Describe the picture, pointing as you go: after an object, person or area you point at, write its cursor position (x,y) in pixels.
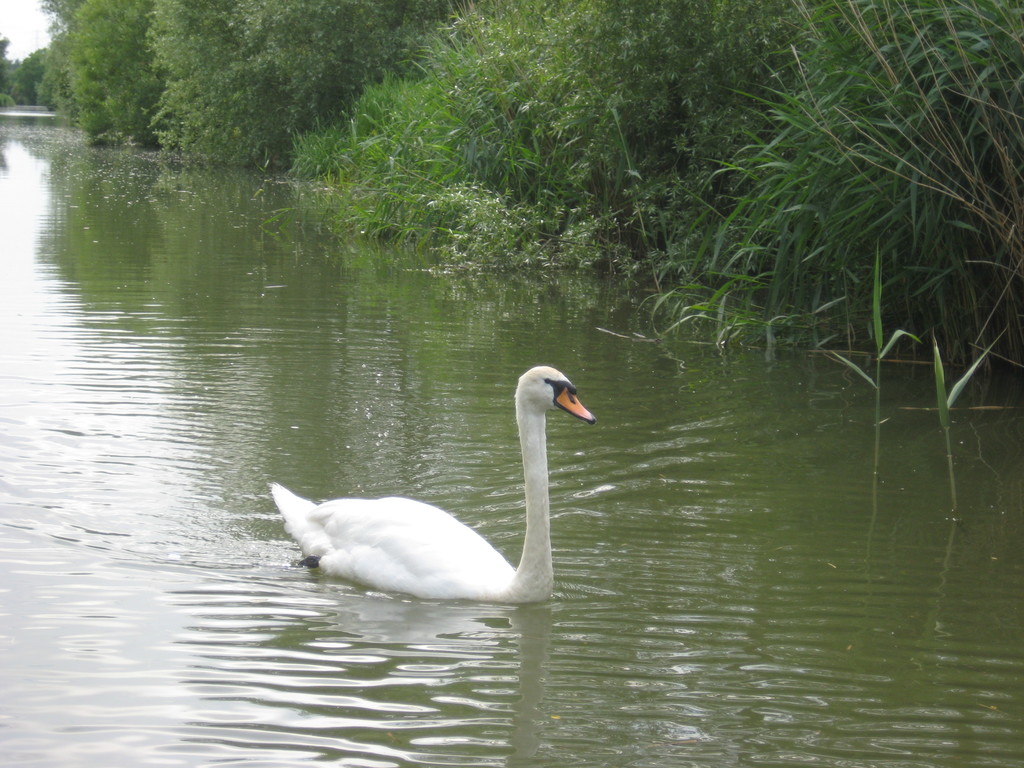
In this picture I can see in the middle (542,370) there is a swan (566,392) in the water (444,614), on the right side (762,134) there are plants (595,138).
